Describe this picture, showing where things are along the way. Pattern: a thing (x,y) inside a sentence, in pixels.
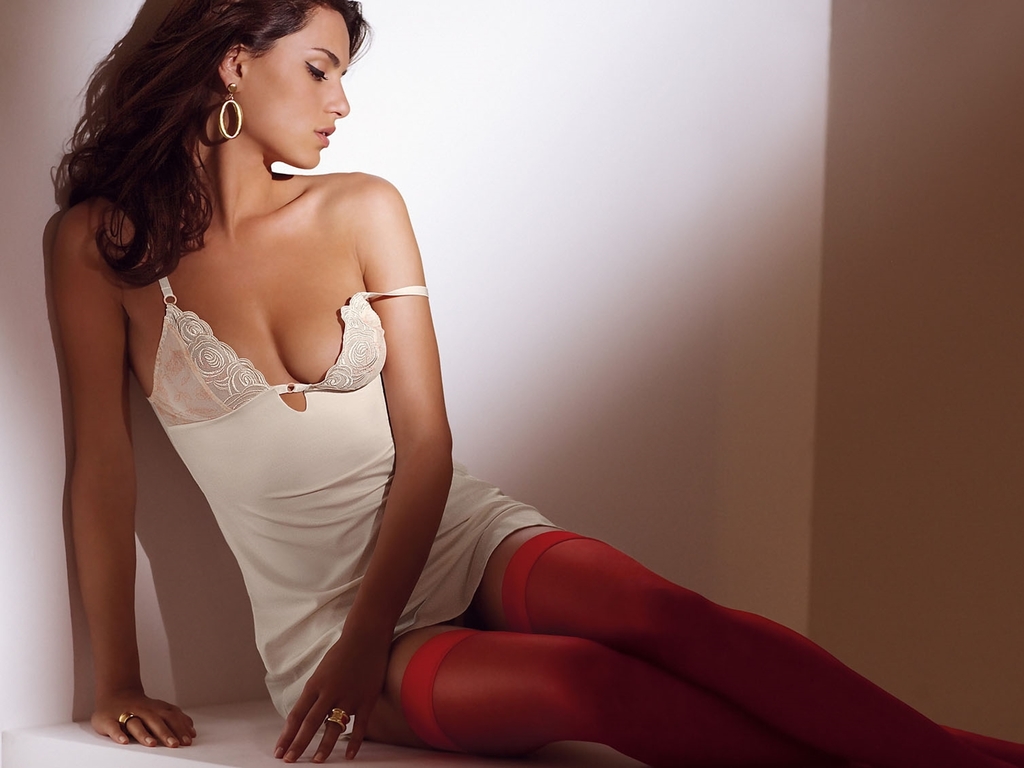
In the center of the image (406,412), we can see a lady (353,386) sitting and wearing socks (776,689). In the background (734,207), there is a wall (683,313).
